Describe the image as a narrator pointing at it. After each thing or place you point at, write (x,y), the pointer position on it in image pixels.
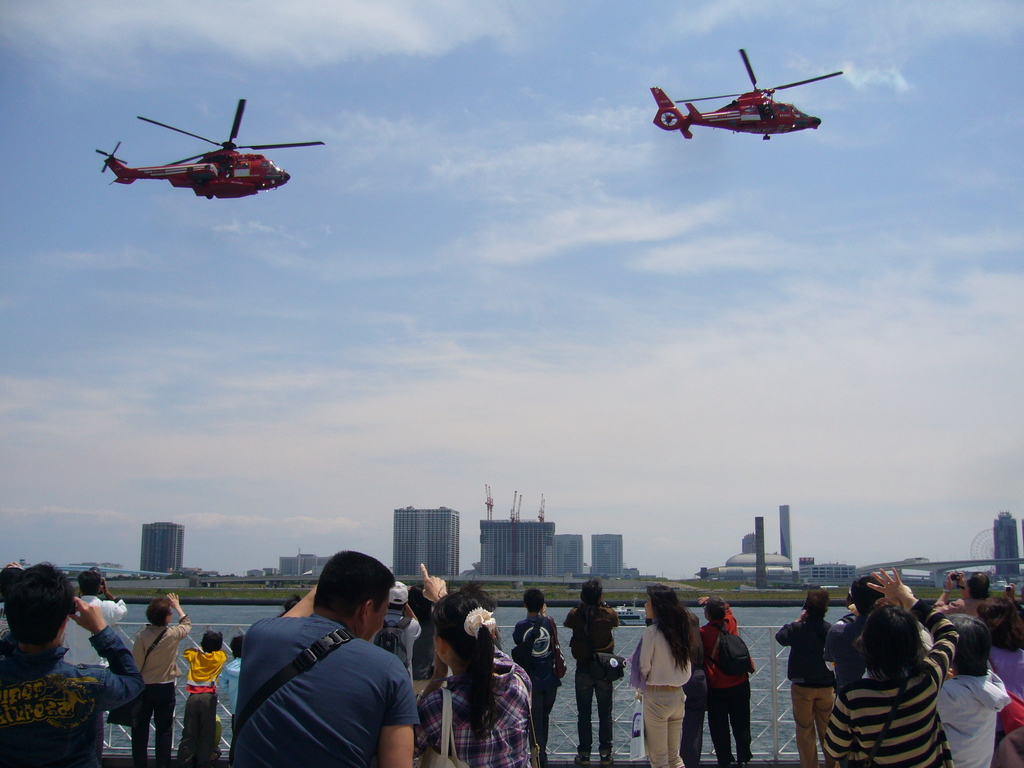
In this picture I can see few people (598,702) are standing in front of the grills (572,730), some helicopters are in the air (655,553), I can see some water (225,622), buildings (605,563) and trees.
